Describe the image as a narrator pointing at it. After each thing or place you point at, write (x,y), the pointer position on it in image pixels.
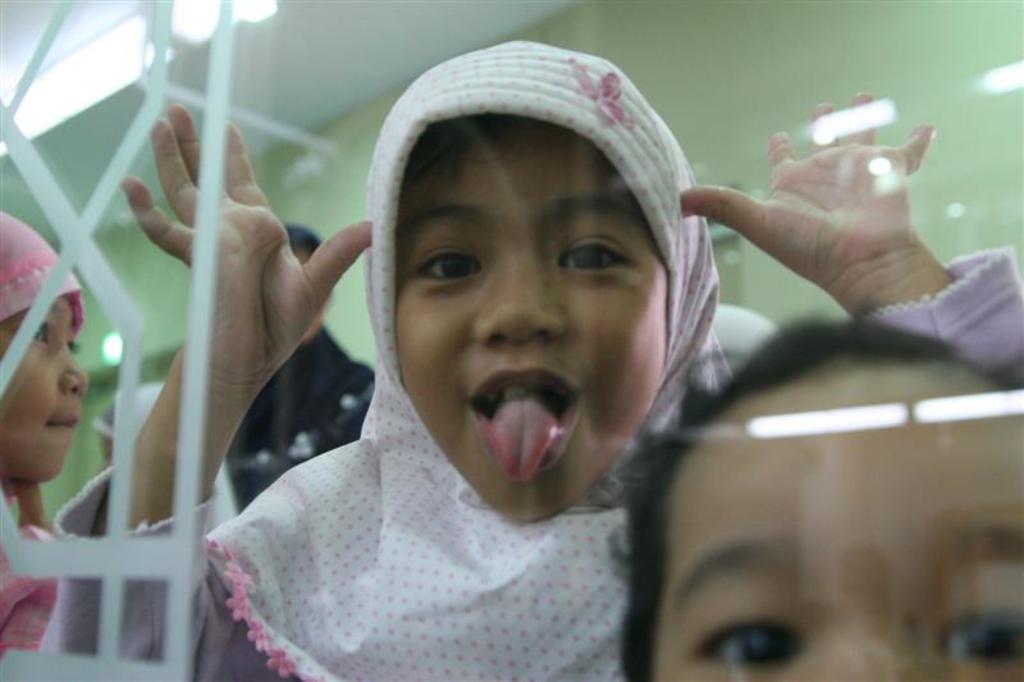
In the middle (601,411) a girl (703,297) is showing her tongue (507,432) and raising her two hands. She wore a white color hijab (387,520).
